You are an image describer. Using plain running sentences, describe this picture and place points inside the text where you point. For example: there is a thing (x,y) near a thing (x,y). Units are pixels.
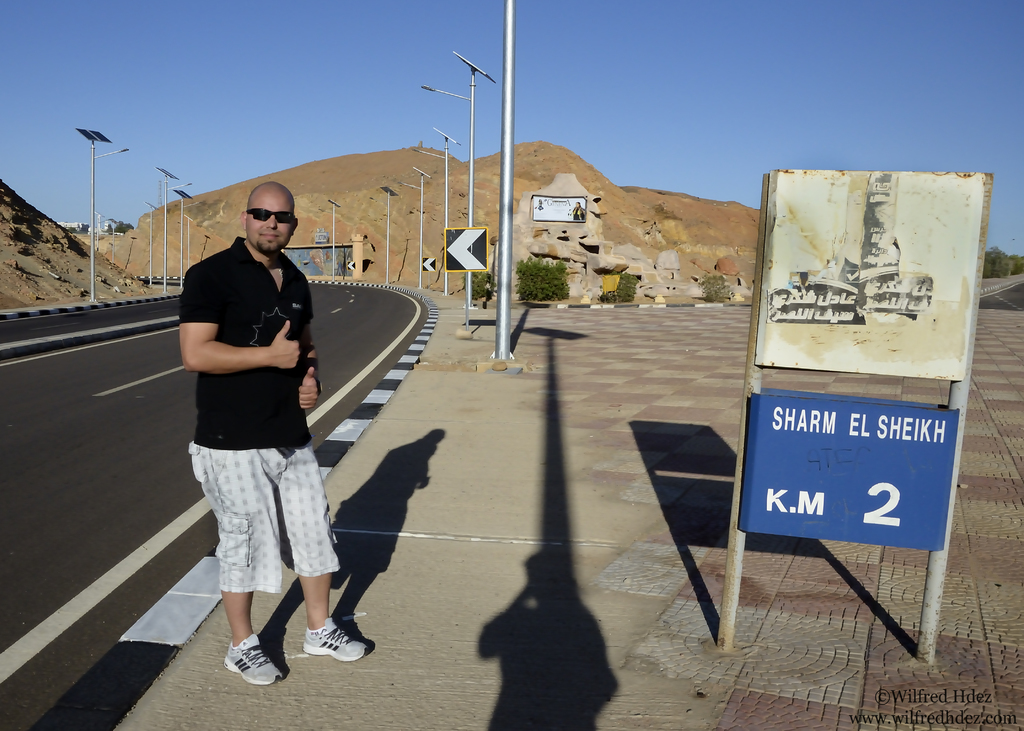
In the foreground of the image (264,456) there is a person (269,488) standing on the pavement (643,592) and there is a sign board (864,344). In the background of the image (218,235) there are poles (470,211), mountains (453,205), road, plants (556,273). At the top of the image (675,75) there is sky (634,68).
